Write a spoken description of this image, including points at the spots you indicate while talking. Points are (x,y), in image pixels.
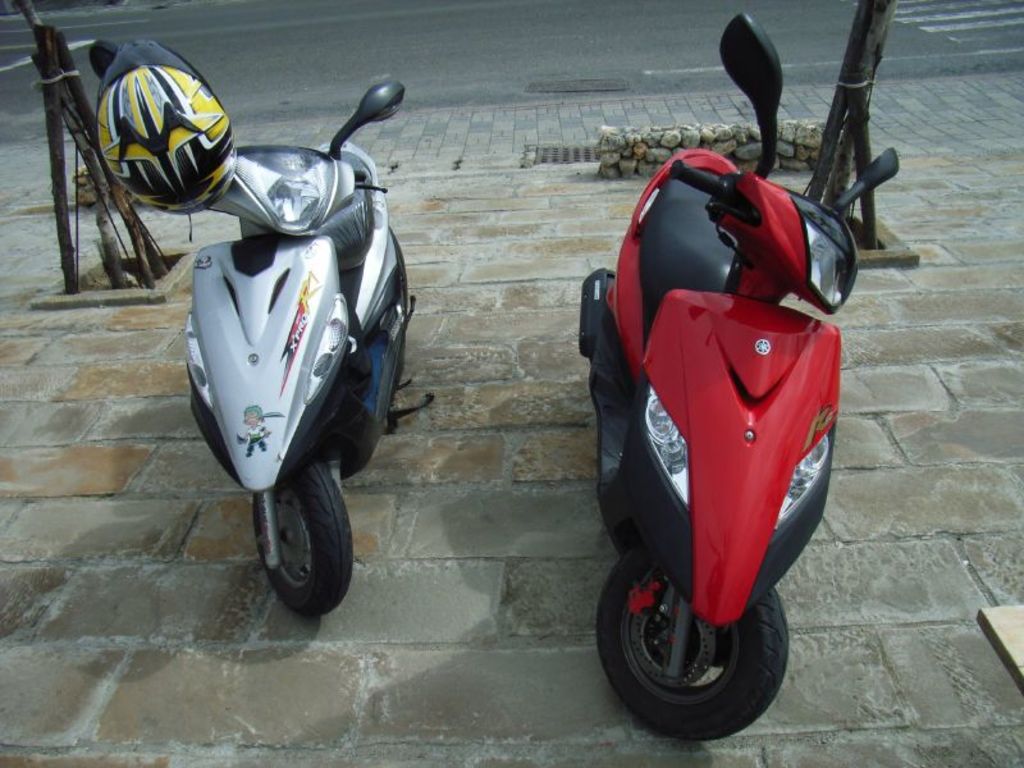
In the image there are two scooters (696,265) on the side of the road (402,456) with a helmet (178,85) on the left side bike (236,192) and behind there is road (537,31).
